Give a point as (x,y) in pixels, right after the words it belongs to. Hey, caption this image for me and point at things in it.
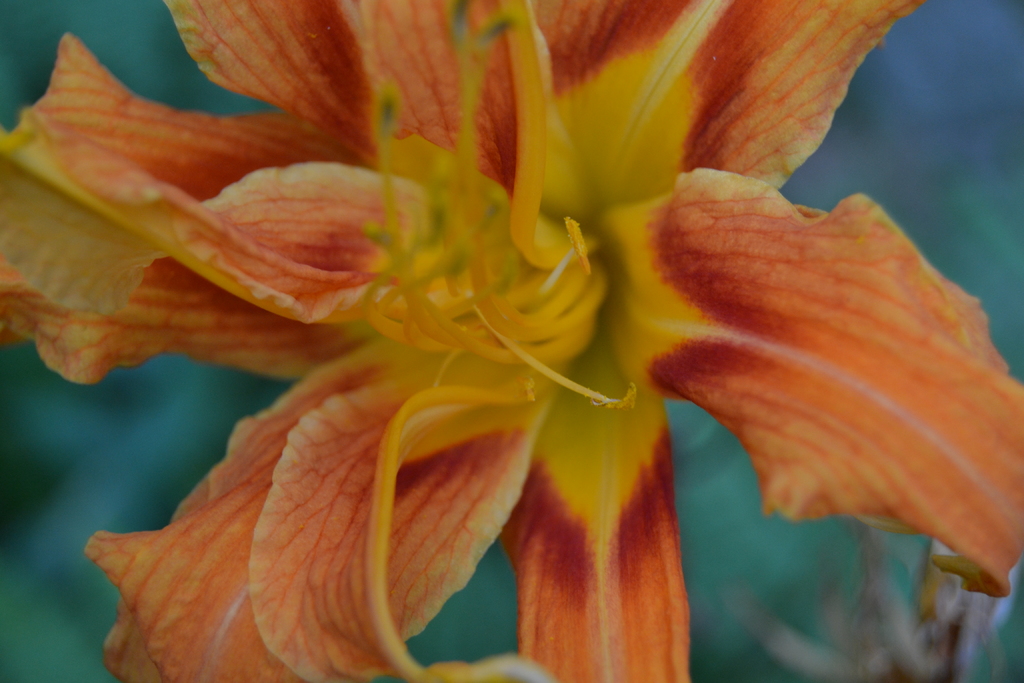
This is a picture of a daylily flower (662,441), and there is blur background (13,460).
